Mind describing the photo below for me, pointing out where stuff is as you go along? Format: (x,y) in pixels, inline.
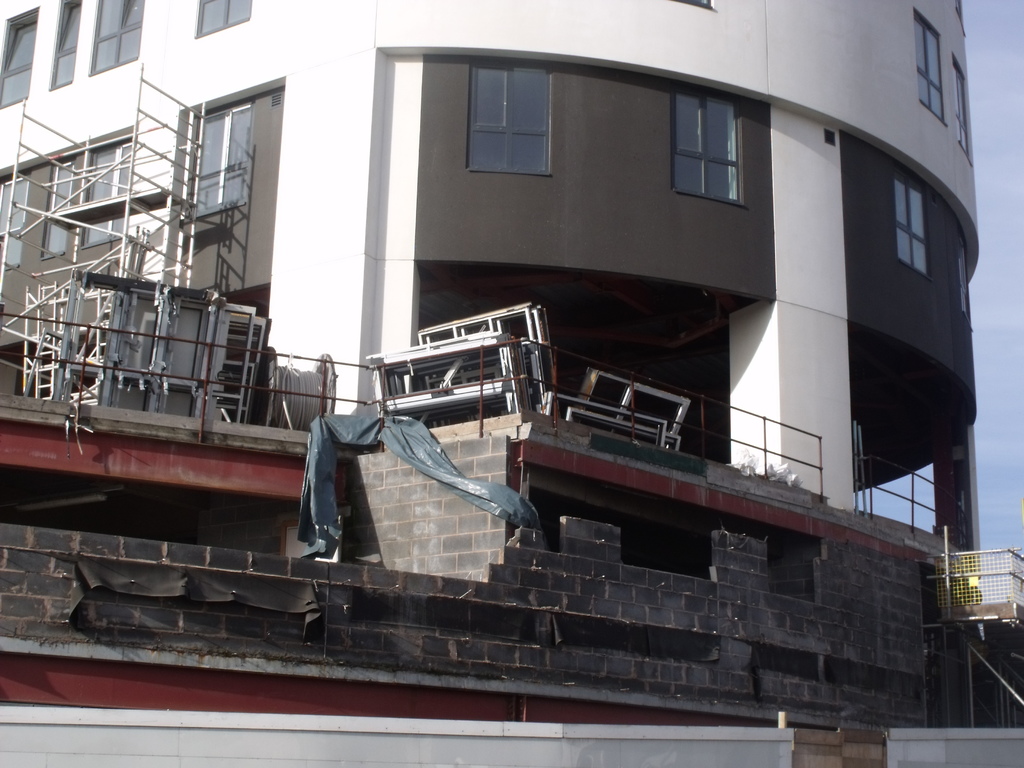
In this image I see a building (632,181) on which there are number of windows (548,141) and I see many things (229,346) over here and I see the wall (769,637). In the background (997,483) I see the sky (991,368).
